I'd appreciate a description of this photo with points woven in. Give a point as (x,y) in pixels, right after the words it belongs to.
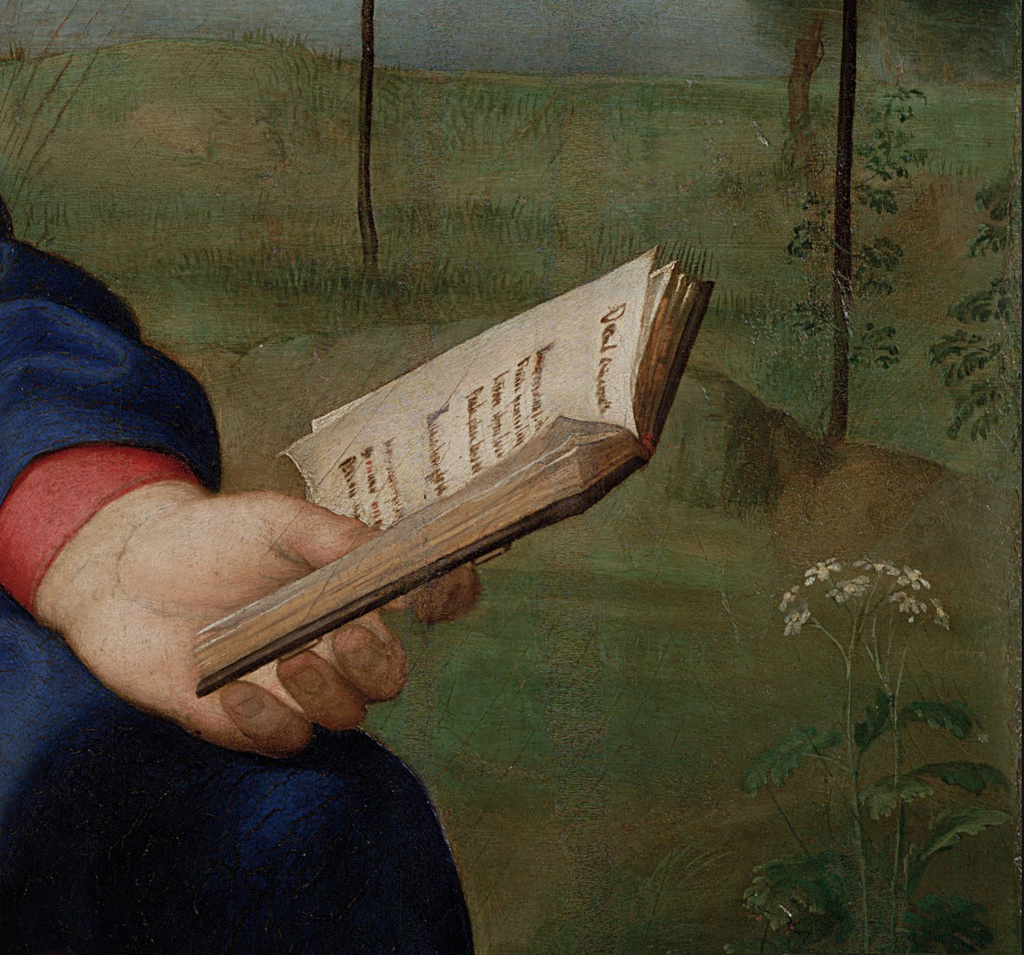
This is a painting, in this painting we can see a person (386,695) holding a book (389,548) and in the background (339,295) we can see trees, plants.
